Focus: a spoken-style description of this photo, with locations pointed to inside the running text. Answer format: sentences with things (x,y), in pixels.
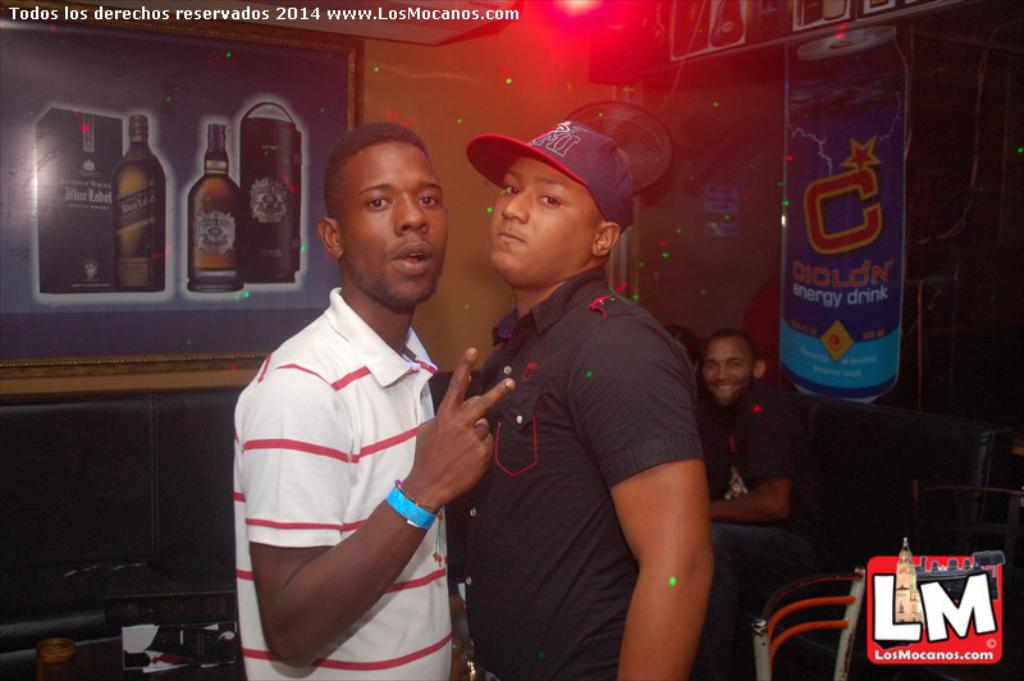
In this picture we can see two people (436,494) and in the background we can see people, wall (1023,75) and some objects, in the top left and bottom right we can see some text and a logo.
